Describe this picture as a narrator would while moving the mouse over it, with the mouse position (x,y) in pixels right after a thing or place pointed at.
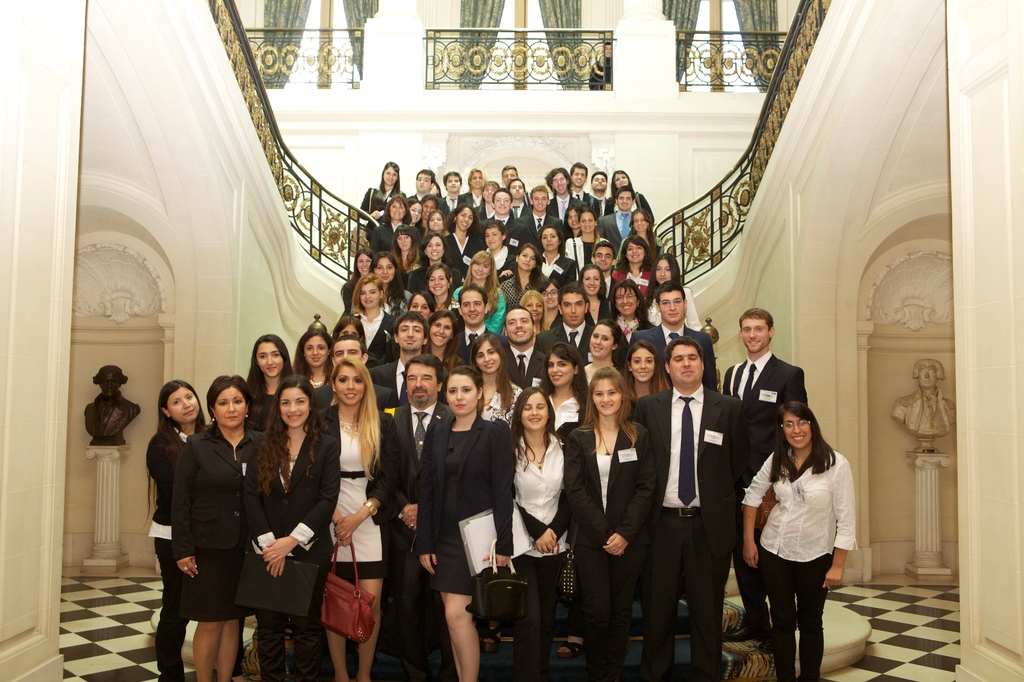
This image is taken indoors. At the bottom of the image (93,621) there is a floor (915,638). In the background (202,177) there are a few walls (401,173) with carvings (129,277). On the left (112,353) and right sides of the image there are two walls (35,307), pillars (100,530) and statues (914,407). At the top of the image (255,89) there are a few railings (462,60) and windows (310,26) with curtains (464,18). In the middle of the image (447,272) many people (438,346) are standing on the stairs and a few are standing on the floor (88,622) and they are with smiling faces (424,214).
